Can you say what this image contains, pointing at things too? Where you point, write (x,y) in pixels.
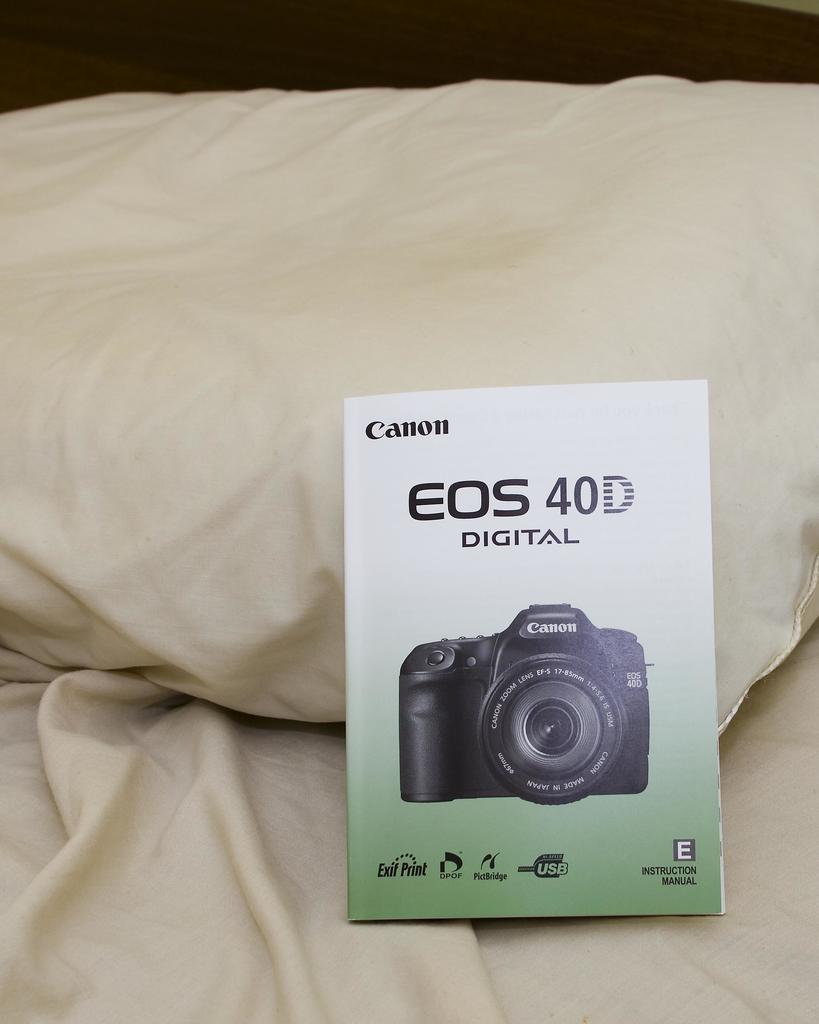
Here in this image I can see a paper (631,442) and a picture of camera (515,792) on it. I can see EOS 40D Digital (499,547) is written on it. I can see Canon (383,435) on the corner of the paper (427,414) and also on camera (542,618). I can see white color of cloth (323,135) in the background (149,134).
